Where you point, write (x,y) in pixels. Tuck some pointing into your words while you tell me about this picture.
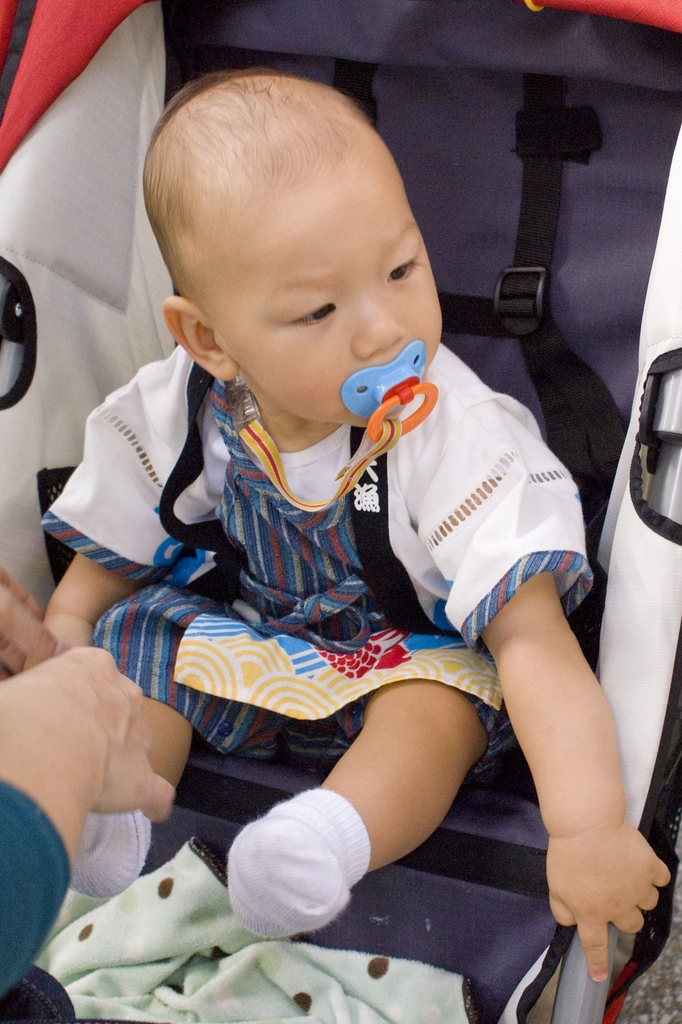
In the image there is a baby (319,470) with white and blue colored dress (279,574) and with white socks (115,855) is sitting in the stroller (575,81). On the left side (160,777) there is a person hand (110,682).
